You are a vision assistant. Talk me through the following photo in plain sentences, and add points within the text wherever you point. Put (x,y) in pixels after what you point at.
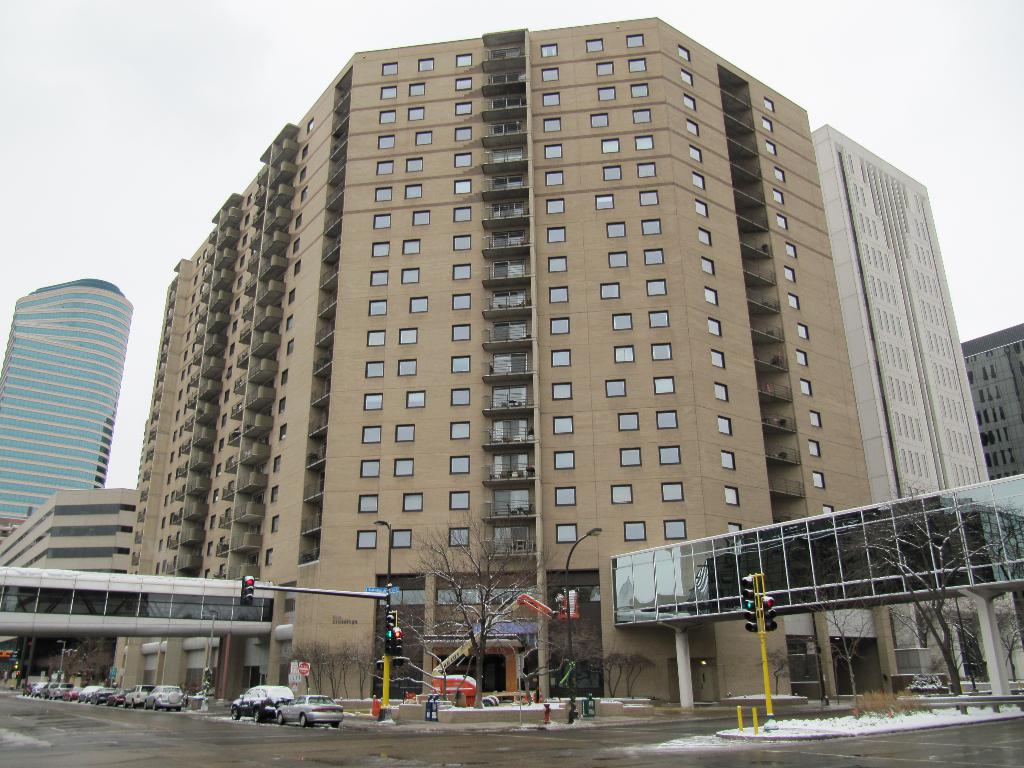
In this picture we can see there are poles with traffic signals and some vehicles (321,718) parked on the road (221,714). Behind the poles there are bridges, trees (481,602) and buildings (898,390) and behind the building (308,361) there is a sky (989,64).
